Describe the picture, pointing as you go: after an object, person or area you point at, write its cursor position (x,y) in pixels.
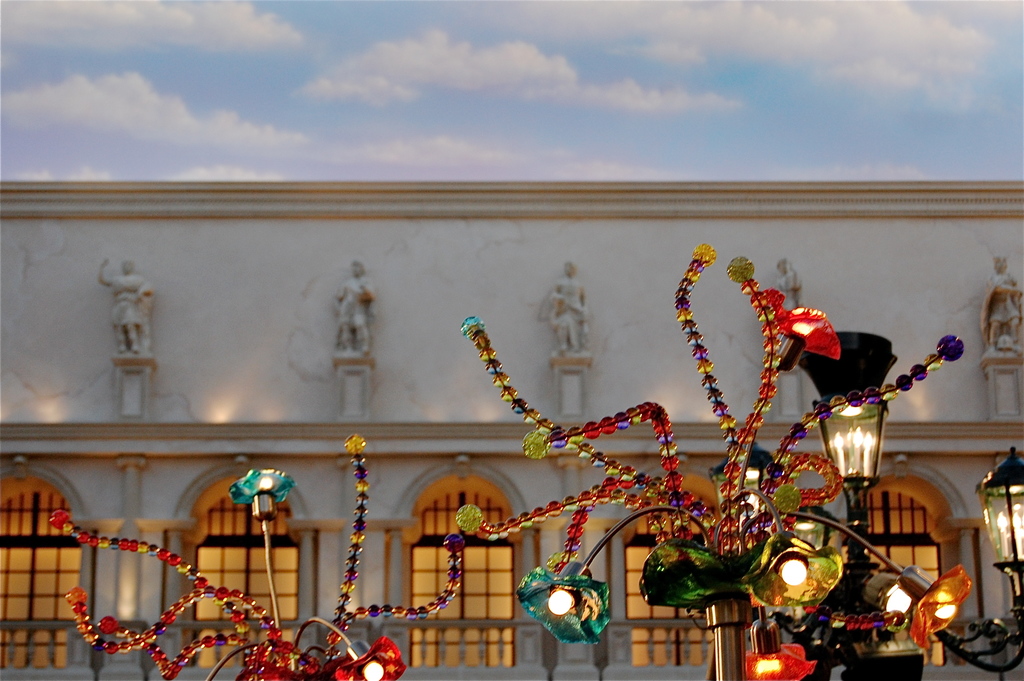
In this picture we can see lights (681,567) and decorative objects (715,547) and in the background (305,381) we can see a building (271,416) and sky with clouds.
